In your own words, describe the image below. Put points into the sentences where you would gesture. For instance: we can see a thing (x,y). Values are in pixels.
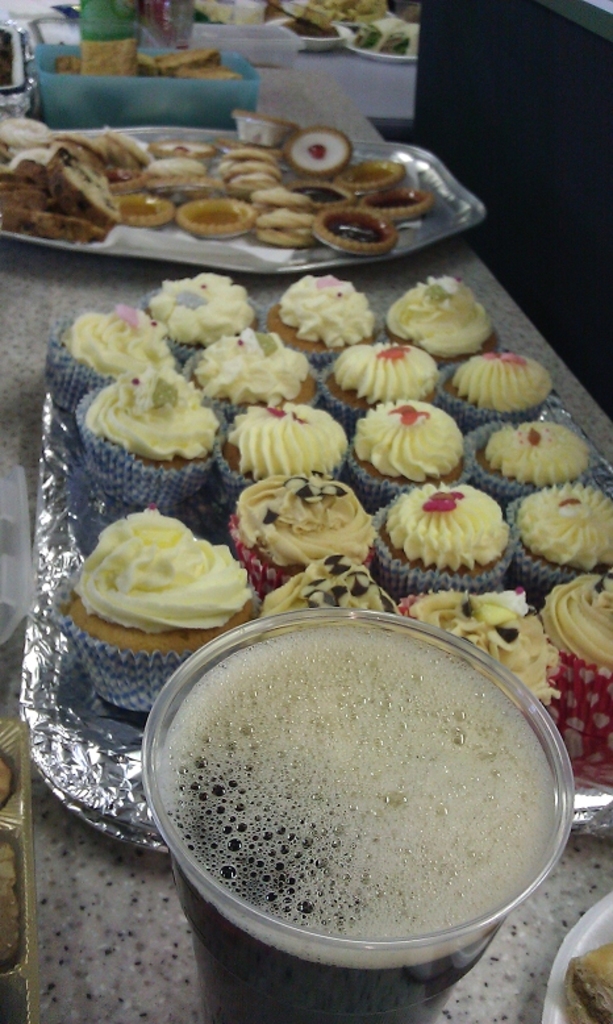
This image consists of cupcakes (494,628) and a cup of drink (234,814) along with many food items (295,12) kept on the desk (95,1010).
